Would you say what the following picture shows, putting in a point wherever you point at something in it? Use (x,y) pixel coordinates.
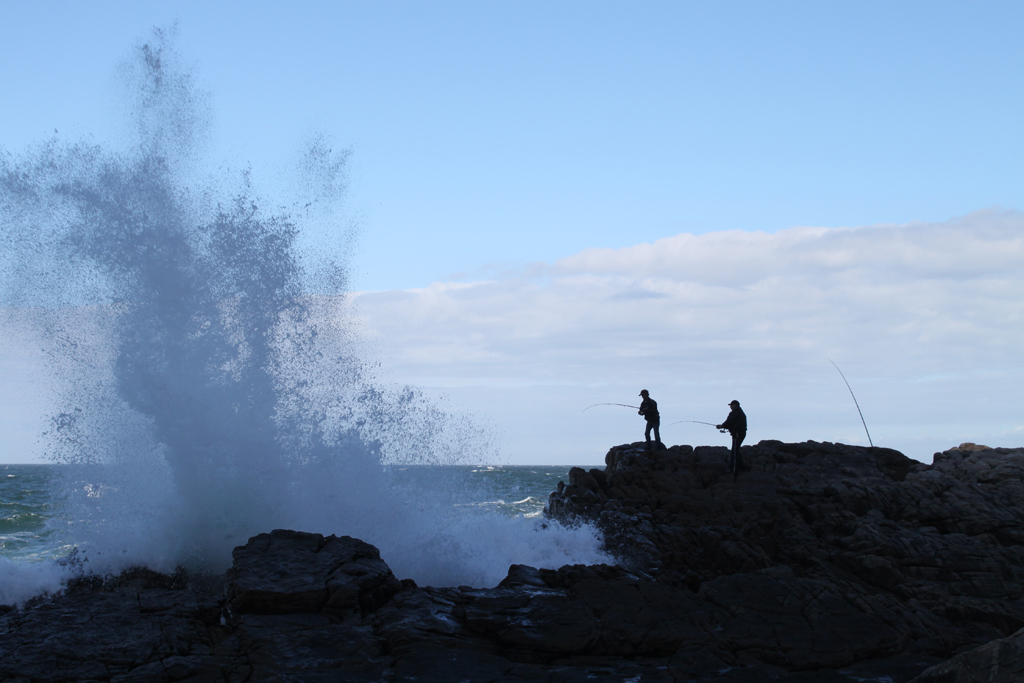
In this image I can see two persons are standing on a mountain (727,529) in front of the ocean (490,551). At the top (599,96) I can see the sky (664,150). This image is taken may be near the ocean (585,549).
